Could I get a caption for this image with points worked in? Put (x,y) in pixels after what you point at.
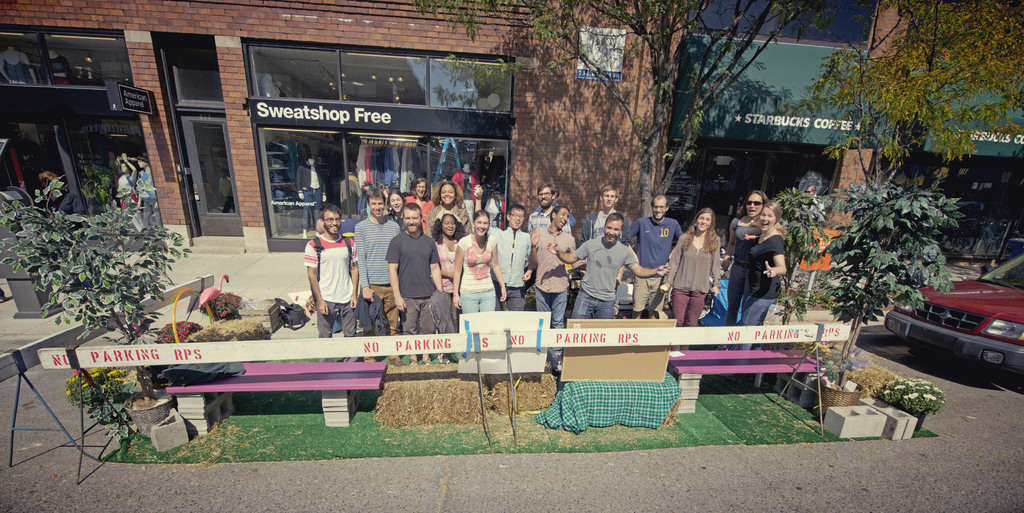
In this picture we can see benches (763,358), stands (479,350), flower pots (829,404), plants (841,286), cloth (623,395), trees (865,174), car (998,316) on the road (865,336), box (255,314), bag (285,316), name boards (375,124), poster (622,36) on the wall (580,126), mannequins (467,177), clothes (394,165), door (228,204) and some objects (766,325) and a group of people (508,234) standing and smiling.
